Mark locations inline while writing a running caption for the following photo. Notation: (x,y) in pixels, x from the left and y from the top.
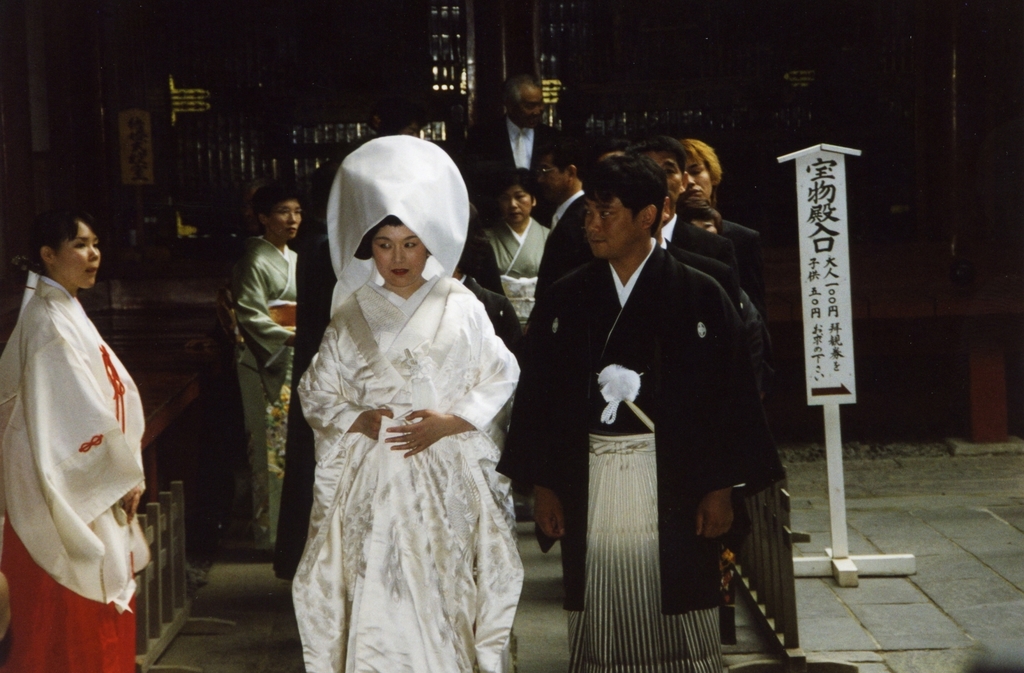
There is a lady (380,389) wearing a white dress (380,389). Also there are many people (486,240). On the right side (804,166) there is a pole (830,459) with a board (811,301). In the background (293,102) it is dark. On the left side (165,562) there is something on the ground (193,615).
